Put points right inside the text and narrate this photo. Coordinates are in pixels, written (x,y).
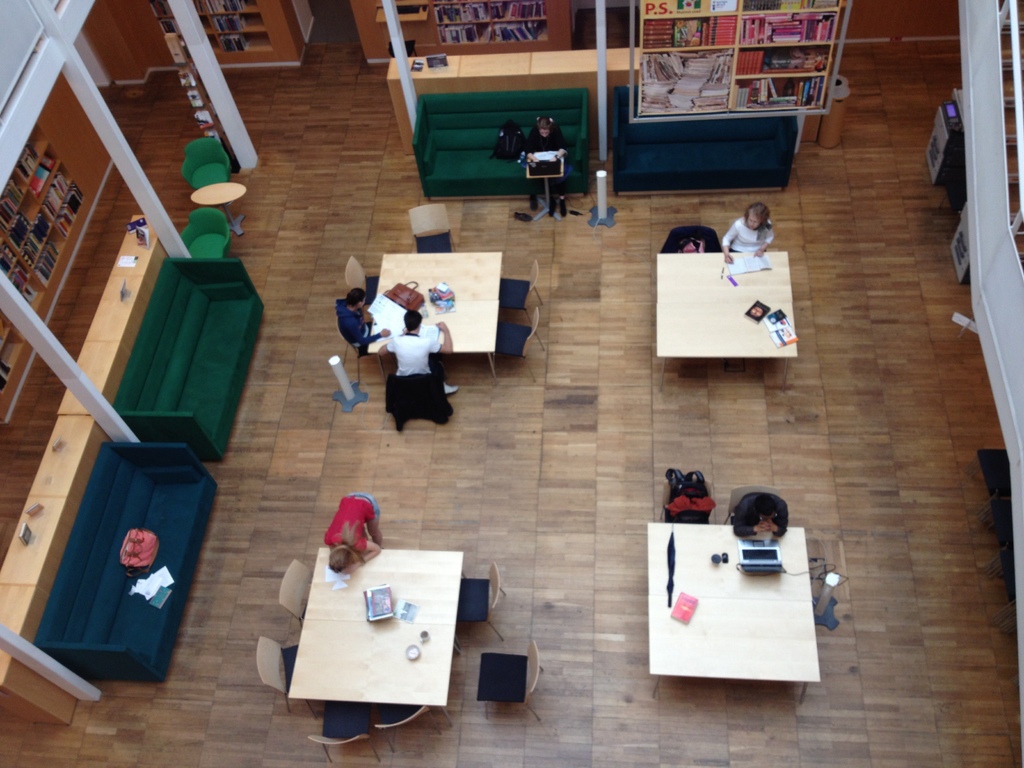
This picture it consists of an open area (560,633) where there are four tables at the center of the image (679,308) and there are sofas (658,172) around the area of the image, there are book shelves (275,53) at the left side of the image (207,108), there some people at the center of the image (350,508).
